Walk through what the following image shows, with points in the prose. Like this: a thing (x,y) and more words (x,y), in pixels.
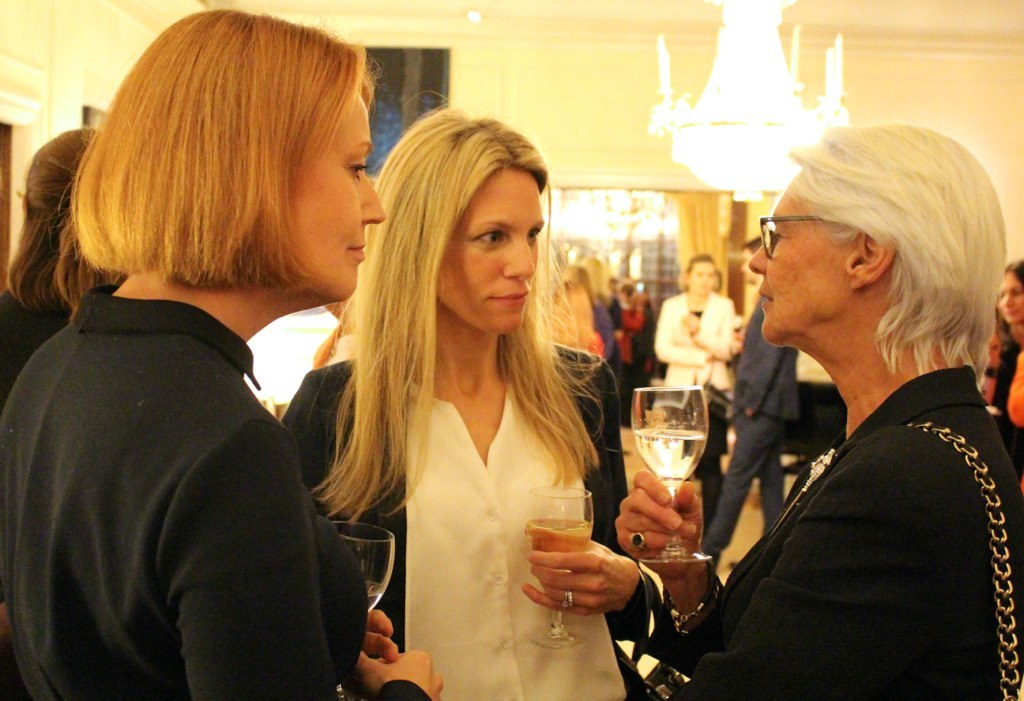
In this picture we can see. three women's (508,533) are standing and they are holding a glass (663,452) which contain a liquid (689,456) and they are talking to each other back side we have some more people (676,303) standing.
